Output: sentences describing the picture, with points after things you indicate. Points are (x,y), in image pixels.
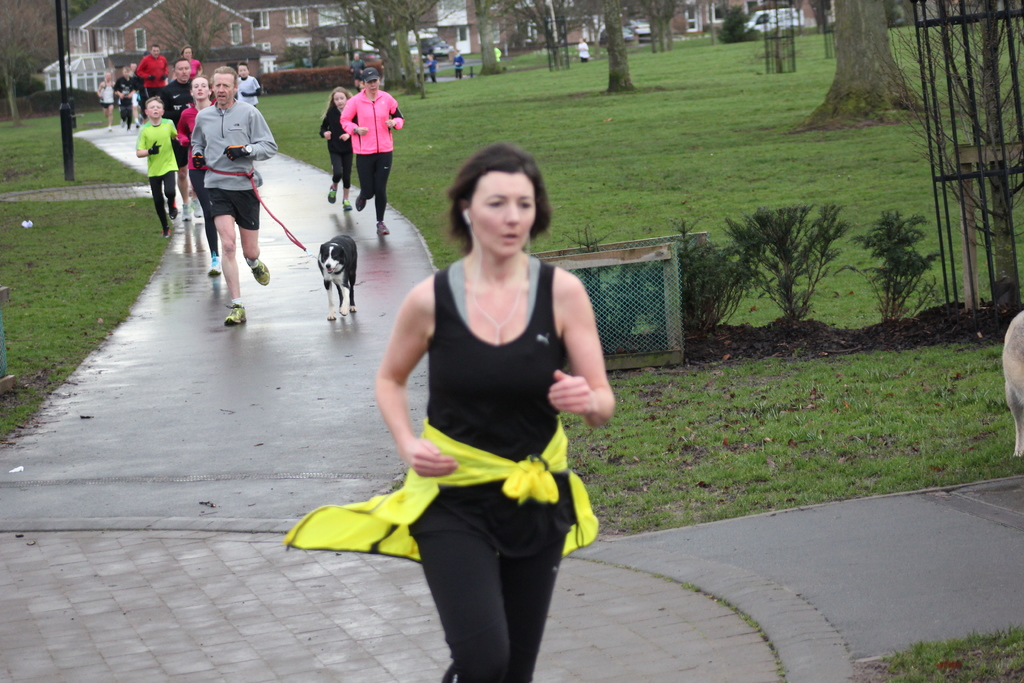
This picture shows few people (253,198) running and we see a man (252,203) running and holding a dog (340,289) with the string (293,236) in his hand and we see grass (651,171) on the ground (709,165) and we see trees (880,12) and buildings (137,4).
